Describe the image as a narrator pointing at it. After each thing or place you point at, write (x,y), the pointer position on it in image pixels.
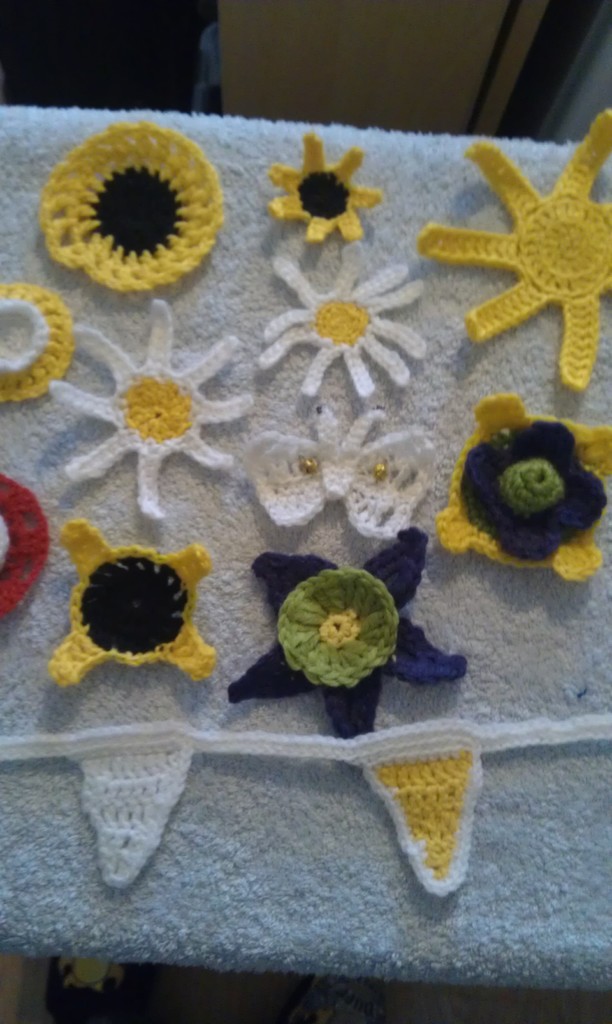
In this picture there is a towel (330,507) in the center of the image (330,507), on which there are woolen flowers (321,330).
